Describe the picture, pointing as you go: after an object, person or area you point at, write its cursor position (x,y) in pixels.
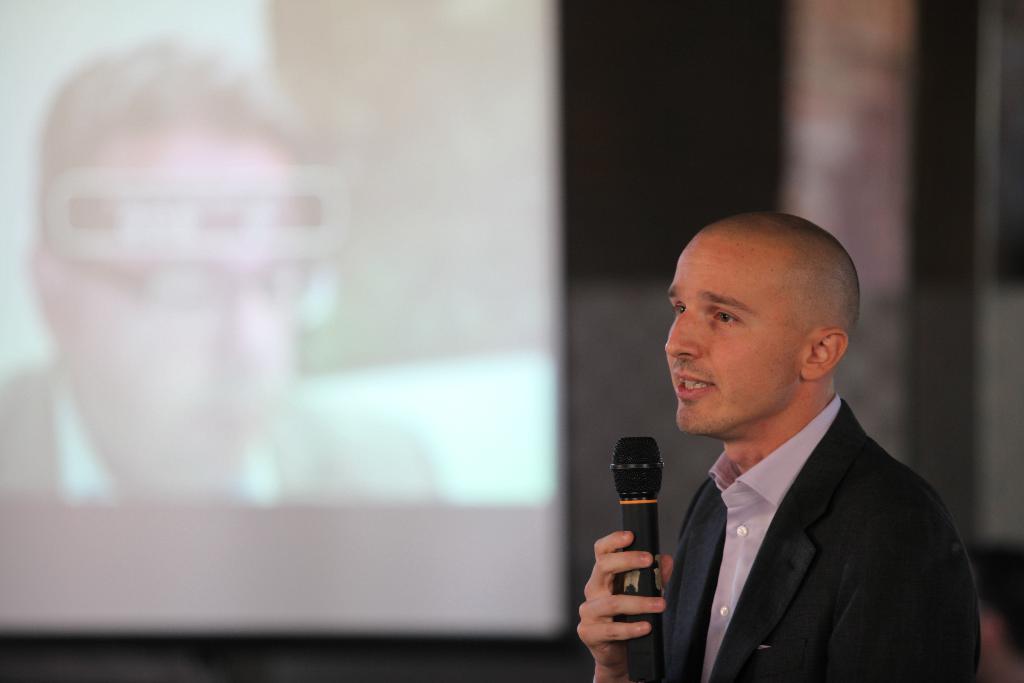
In this picture we can see a man (846,508) wore blazer (791,671) and holding a mic (650,502) with his hand (625,651) and talking and in the background (413,221) we can see screen (346,279).
